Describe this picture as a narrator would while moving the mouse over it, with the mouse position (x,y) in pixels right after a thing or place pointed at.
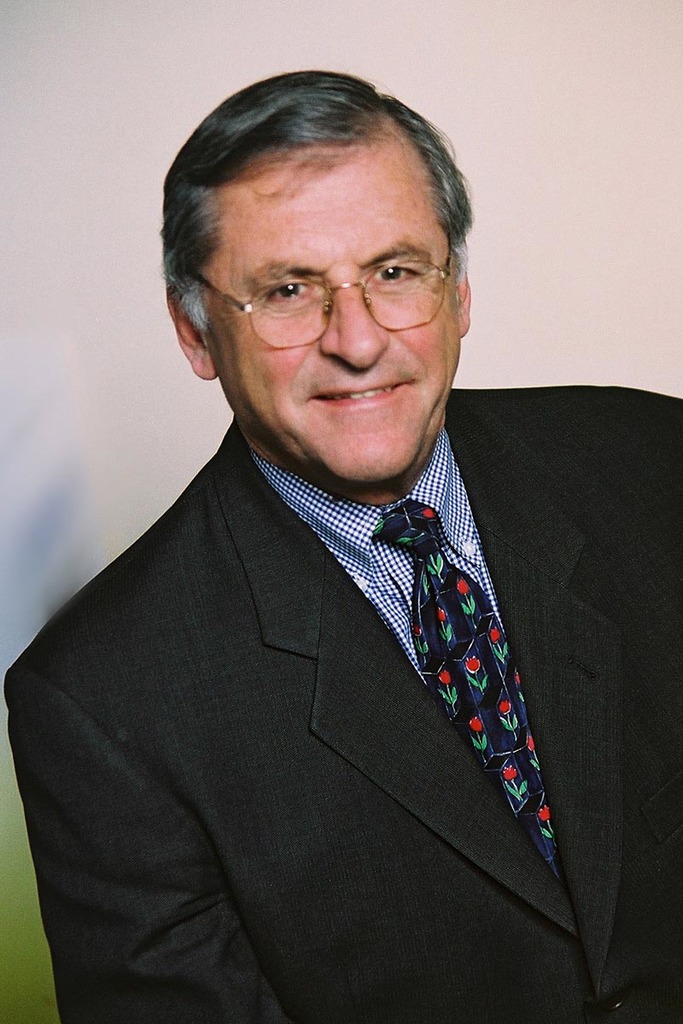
In the center of the image (270,361) there is a person (443,737) wearing a suit (467,416). In the background of the image (649,66) there is wall (649,66).
